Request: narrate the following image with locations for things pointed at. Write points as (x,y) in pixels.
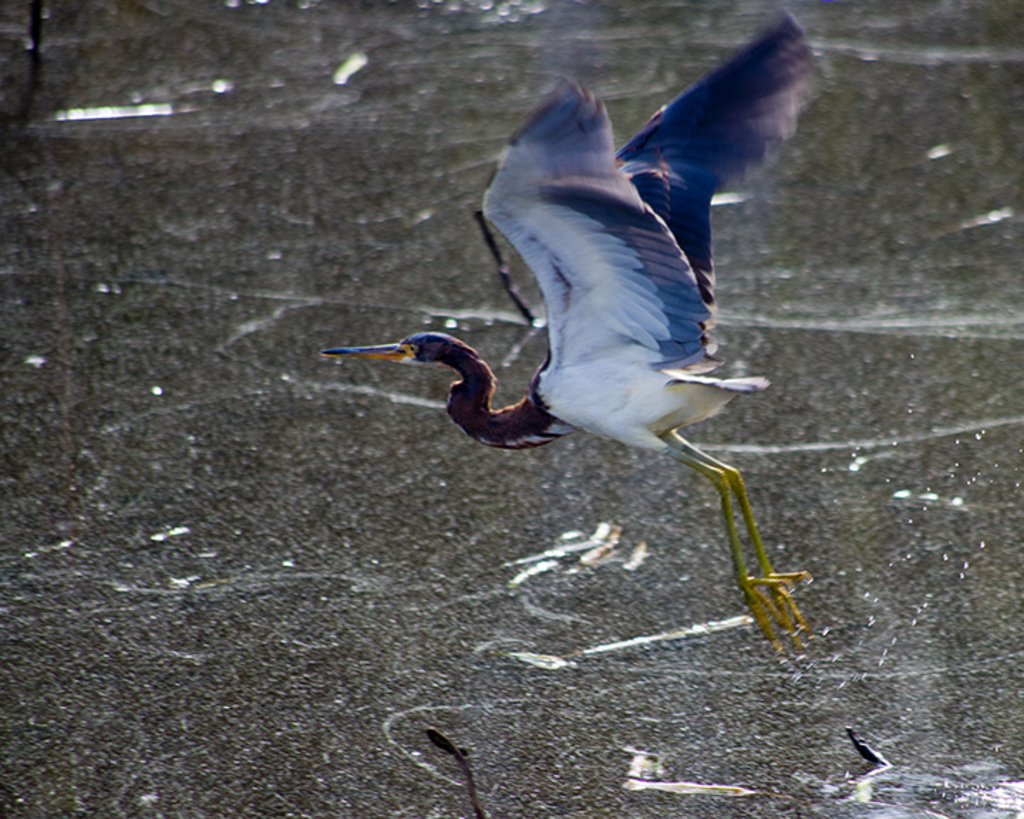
In this image there is a bird (655,441), in the background (731,581) there is a water surface (821,187).
